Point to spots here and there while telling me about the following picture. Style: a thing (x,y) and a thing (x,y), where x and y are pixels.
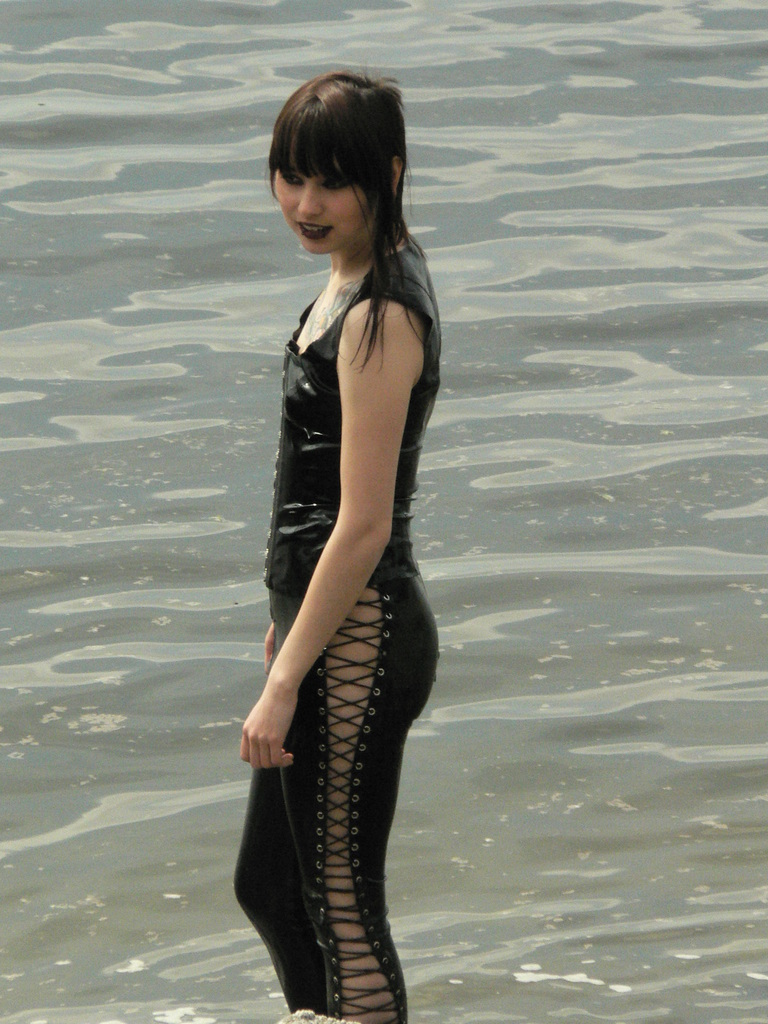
As we can see in the image there is water (81,440) and a woman (312,469) wearing black color dress (310,456).
